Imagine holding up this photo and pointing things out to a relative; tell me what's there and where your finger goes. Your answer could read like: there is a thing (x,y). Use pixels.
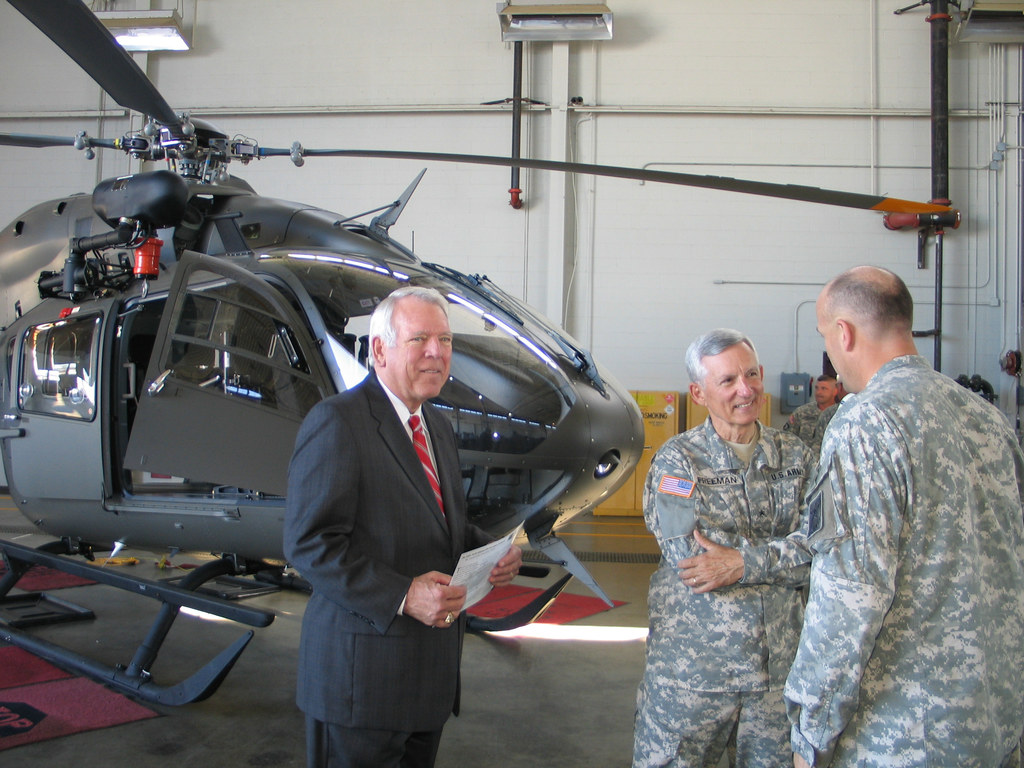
In the foreground of the image (453,695) there are three persons (304,689) standing. Behind them there is a helicopter (20,477). In the background of the image (457,218) there is a wall (797,20).
